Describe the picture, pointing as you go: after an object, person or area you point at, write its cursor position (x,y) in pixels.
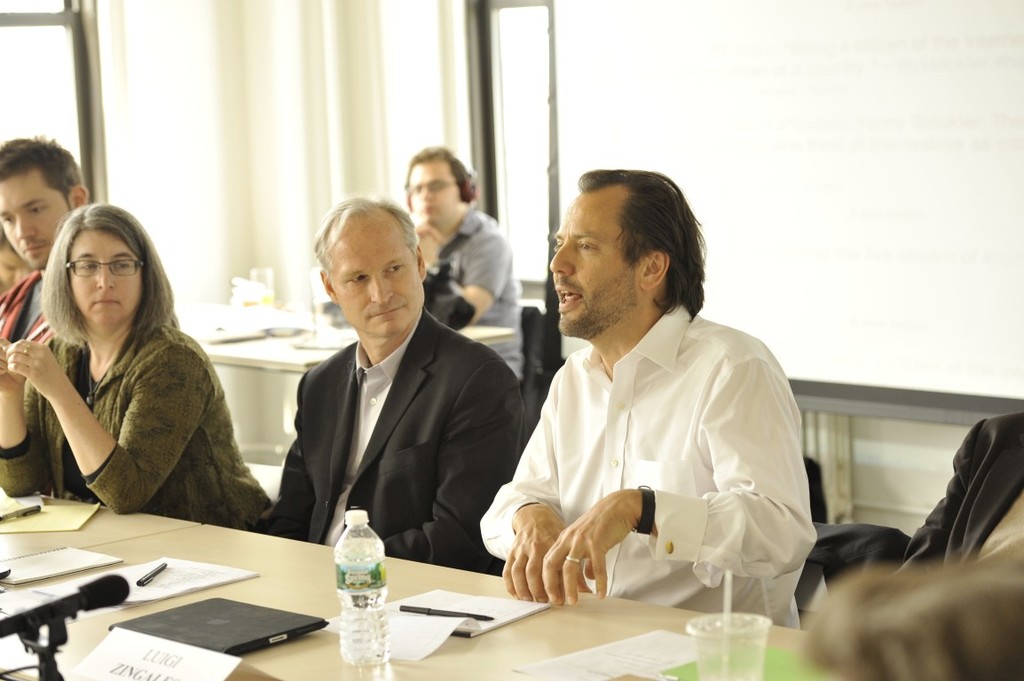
There are people (574,388) sitting on the chair (807,594). The man (776,597) in the white shirt (763,587) is talking. There is a table (127,557). There is a bottle (377,654), a pen (421,612) and a book (431,633) on the table (268,653). There is a mic (119,598) on the left side (11,626). In the background (529,3) there is a window (529,277).
